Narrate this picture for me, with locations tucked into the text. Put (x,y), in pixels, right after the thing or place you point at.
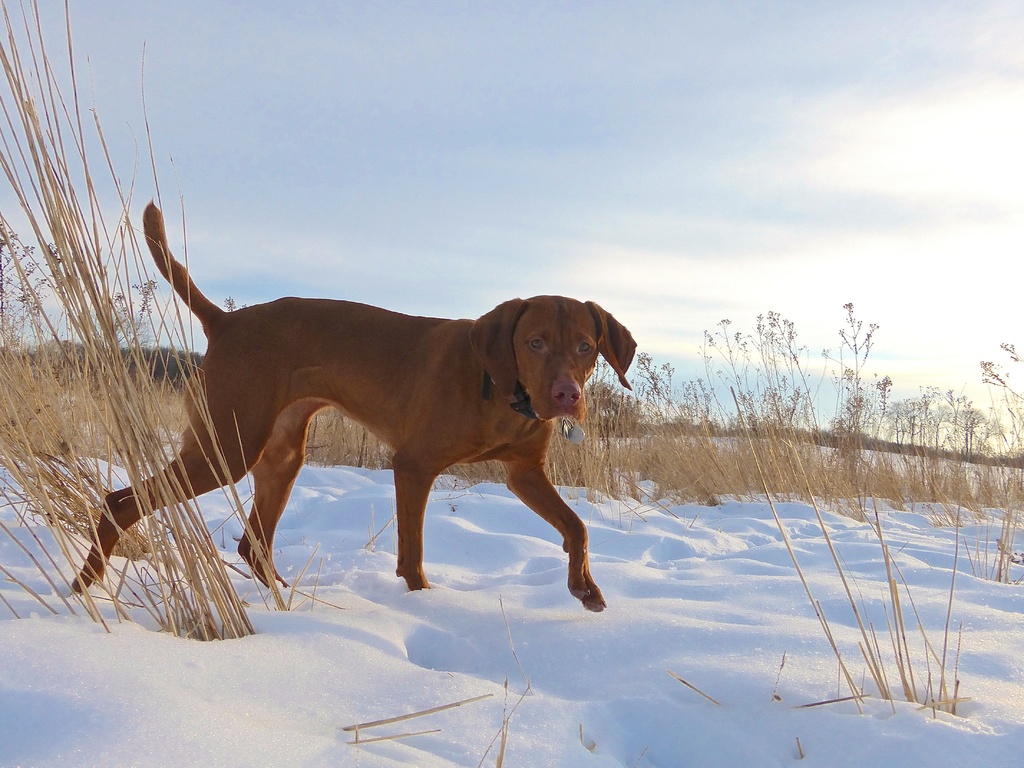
In this picture we can see the brown Vizsla dog (497,410) is walking on the snow (265,732). Behind we can see the dry grass (746,445). On the top (535,138) there is a sky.
